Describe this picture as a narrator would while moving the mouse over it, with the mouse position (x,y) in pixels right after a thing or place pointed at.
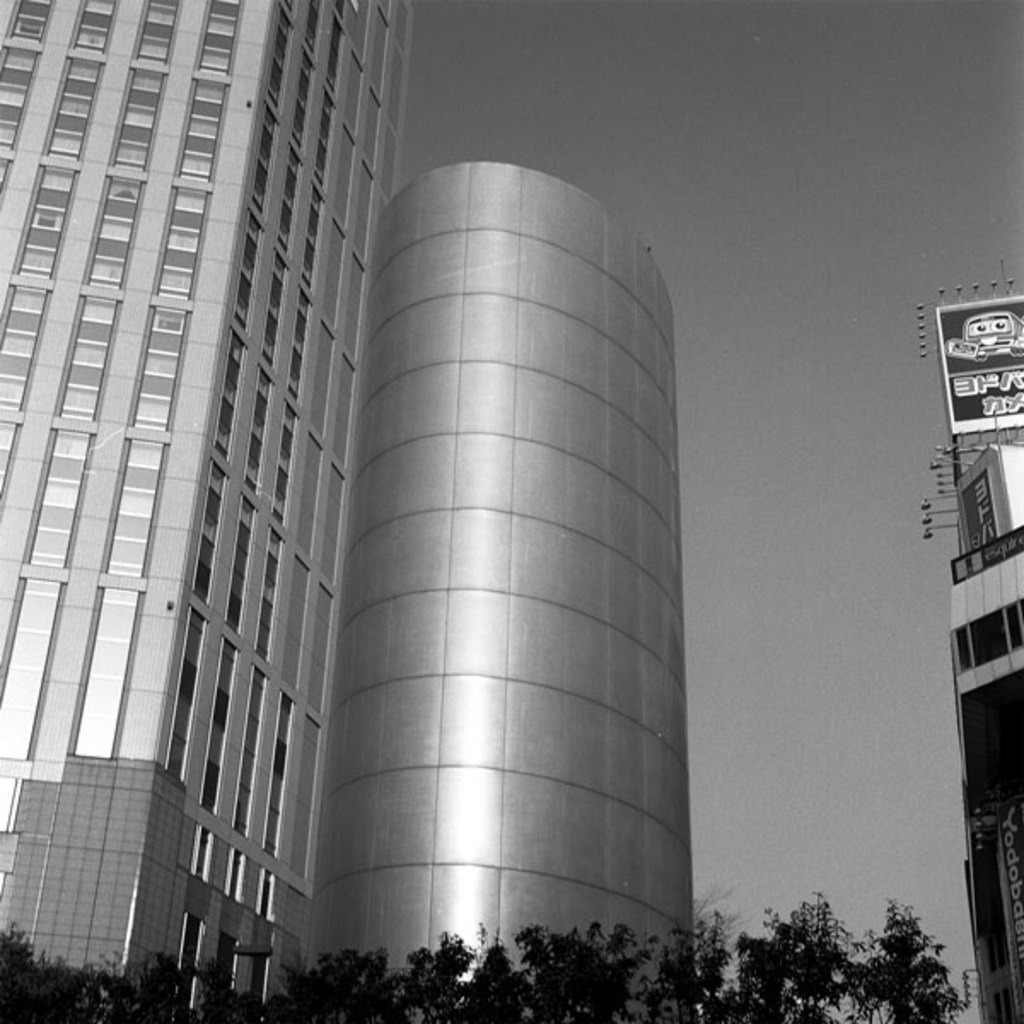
In this image, we can see buildings (359,572), hoardings (953,410) and trees (845,959).
